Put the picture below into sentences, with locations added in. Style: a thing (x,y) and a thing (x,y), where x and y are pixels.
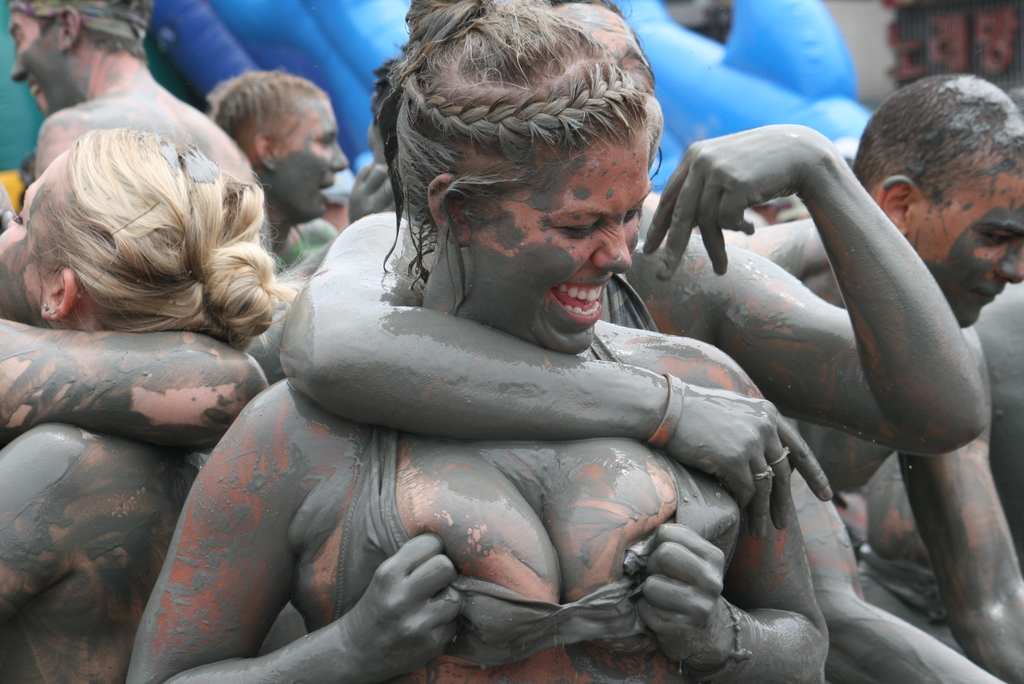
In the picture I can see some persons (415,315) standing and hugging each other.
